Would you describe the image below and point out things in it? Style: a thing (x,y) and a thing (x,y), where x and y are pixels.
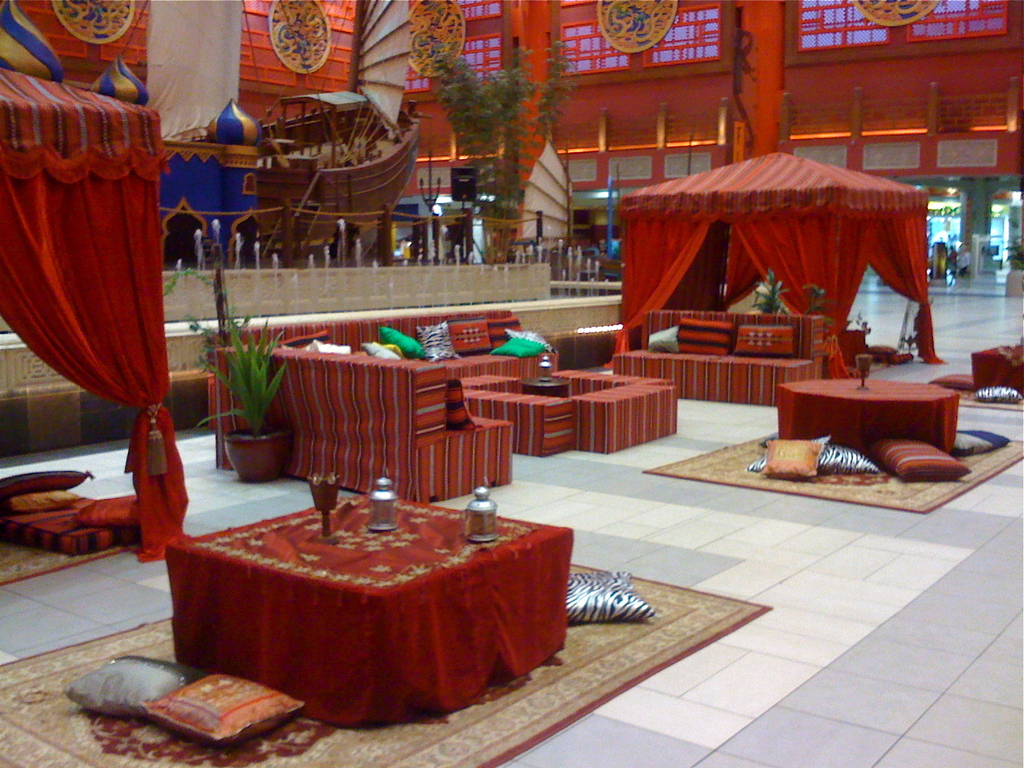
In this picture I can observe sofas (360,382) and tables (441,561) in the middle of the picture (502,369). On the left side (314,190) I can observe ship (314,168). In the background (487,170) I can observe plants (469,135) and wall (703,83).
